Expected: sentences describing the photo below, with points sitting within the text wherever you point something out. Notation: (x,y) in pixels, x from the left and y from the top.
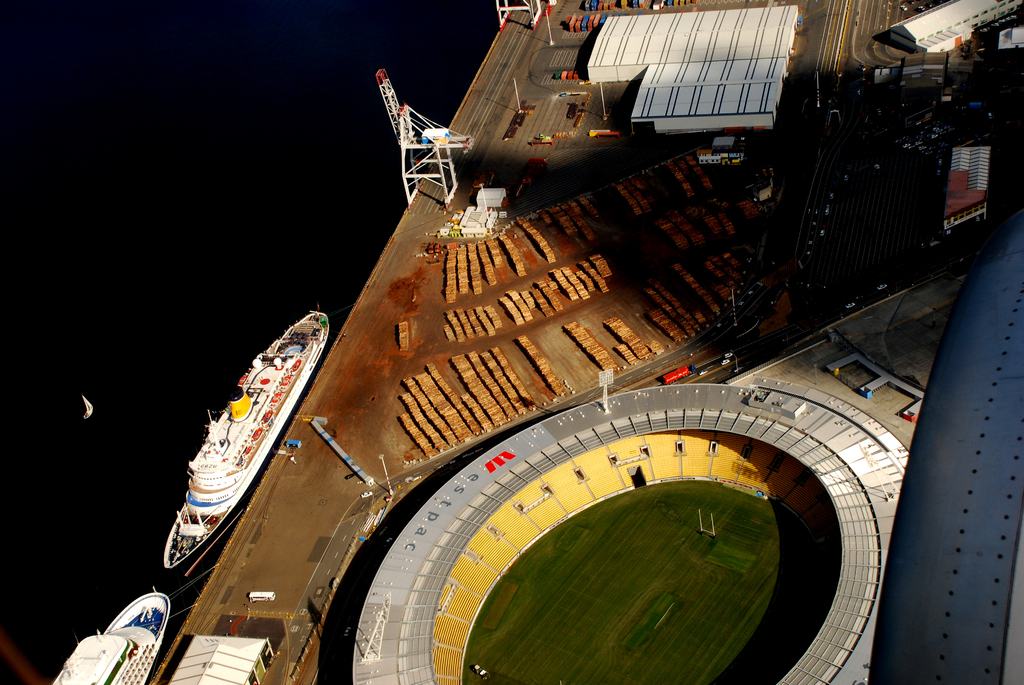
In this image I can see the stadium (743,594), few sheds (671,20), poles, vehicles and few objects (660,320). I can see few ships (191,522).
